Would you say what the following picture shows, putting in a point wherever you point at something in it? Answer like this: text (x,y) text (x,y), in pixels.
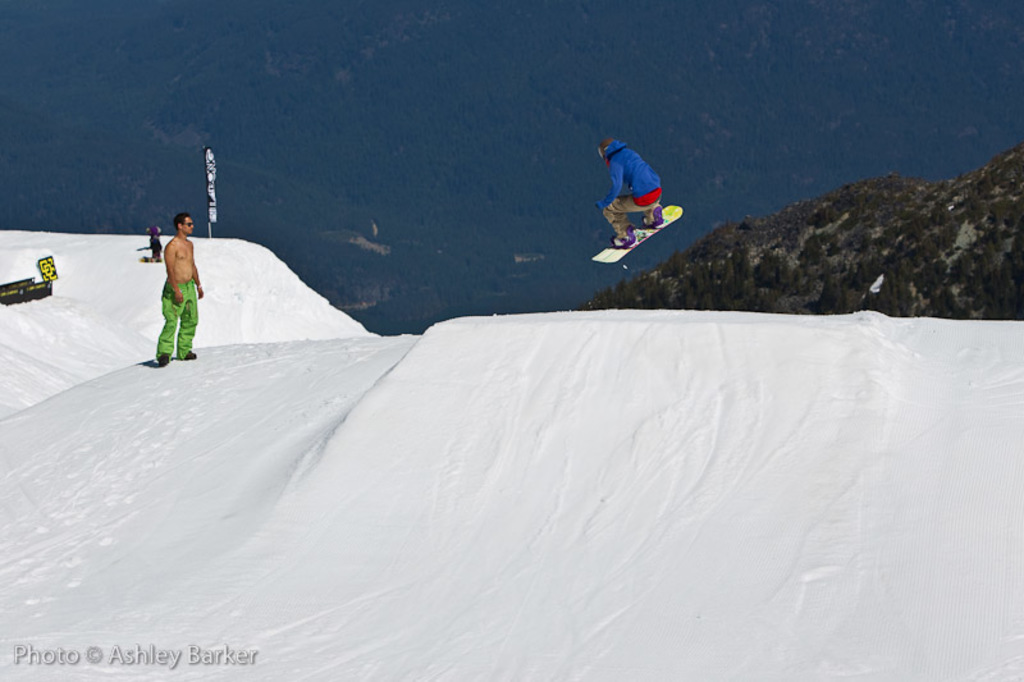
In this image I can see ground (384,463) full of snow (573,616), a yellow colour board (46,260), a flag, a watermark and few people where one is standing and wearing green colour pant (186,291). Here I can see one person (607,142) on board (664,214).
